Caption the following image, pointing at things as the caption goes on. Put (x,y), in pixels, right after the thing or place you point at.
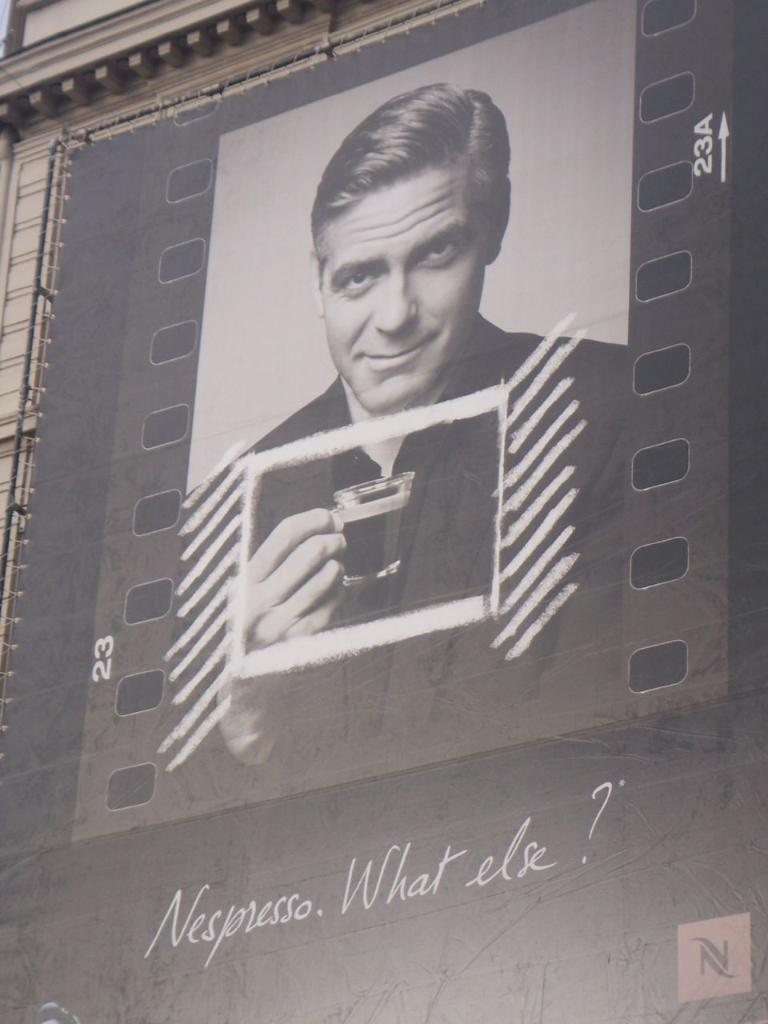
In this image we can see a poster (457,510) which is attached to the building (8,619) in which there is a person (426,364) wearing black color suit (398,701) holding some coffee glass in his hands (314,614) and there is some text (214,950).
